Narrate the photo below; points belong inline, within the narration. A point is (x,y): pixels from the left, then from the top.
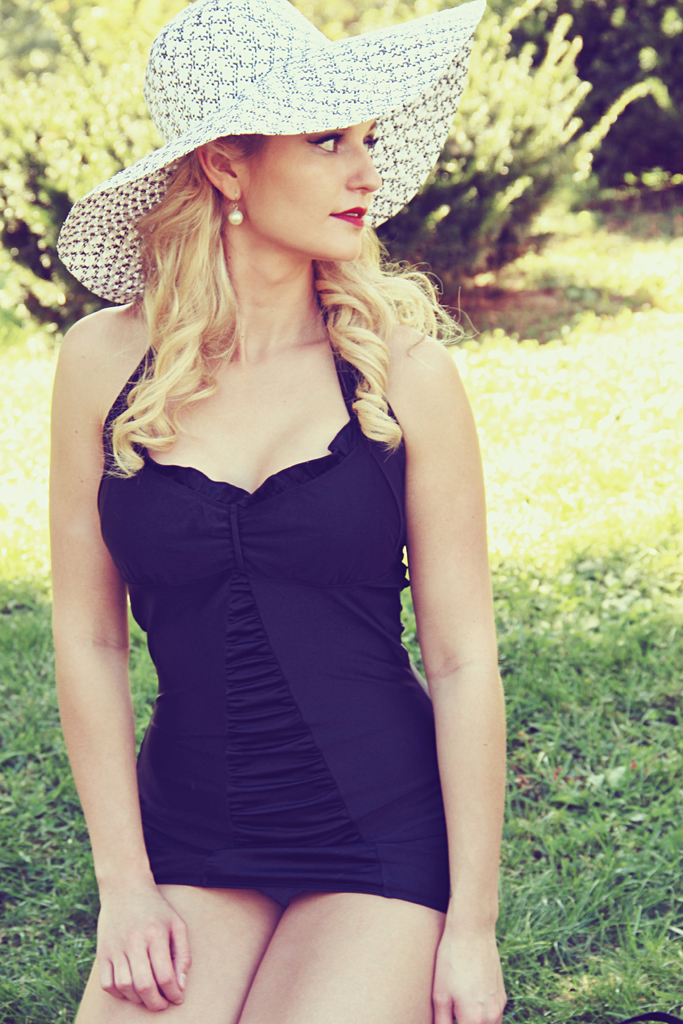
In this image I can see a woman (352,701) wearing a blue color swimsuit (387,707) and white color hat (296,110) on her head (331,156) and visible on grass (593,752), in the background (12,46) I can see bushes (593,82).
